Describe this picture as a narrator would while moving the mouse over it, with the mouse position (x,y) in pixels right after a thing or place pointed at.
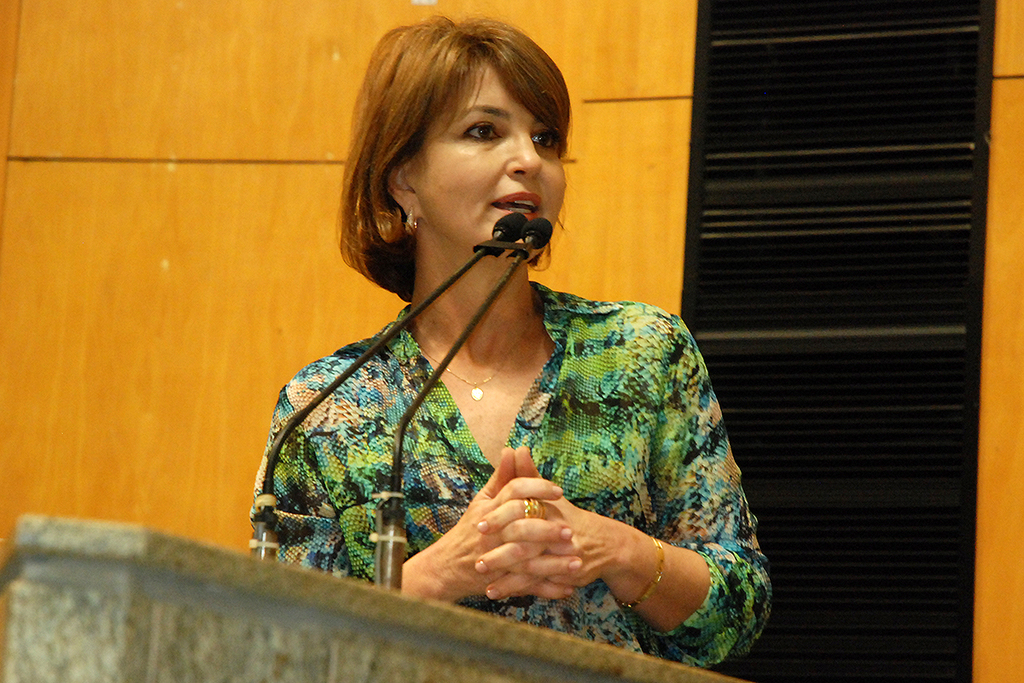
In this picture we can observe a woman (408,473) wearing a green color dress (572,480), standing in front of a podium (201,673) on which there are two mics (529,235). She is speaking in front of these mics (475,252). In the background (120,72) we can observe a brown color wall (209,242).
